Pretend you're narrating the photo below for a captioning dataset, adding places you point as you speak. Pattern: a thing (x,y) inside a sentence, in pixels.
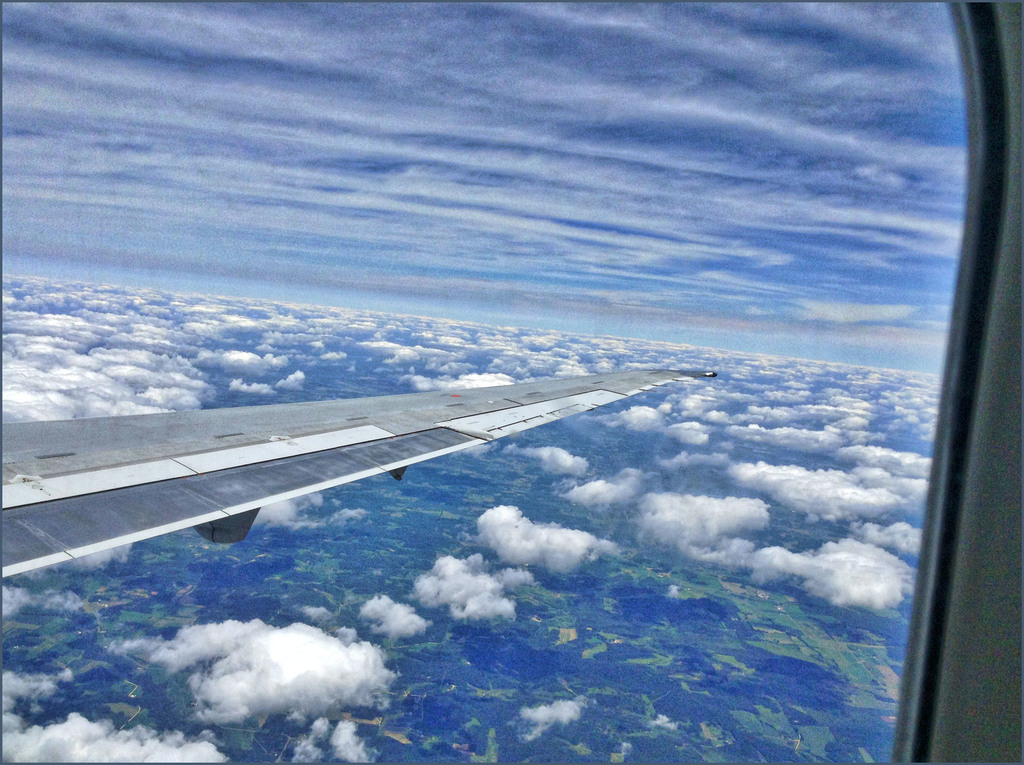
In this image there is a flight wing (71,547) and a glass window (527,756) through that window (669,332) clouds (649,228) are visible.
